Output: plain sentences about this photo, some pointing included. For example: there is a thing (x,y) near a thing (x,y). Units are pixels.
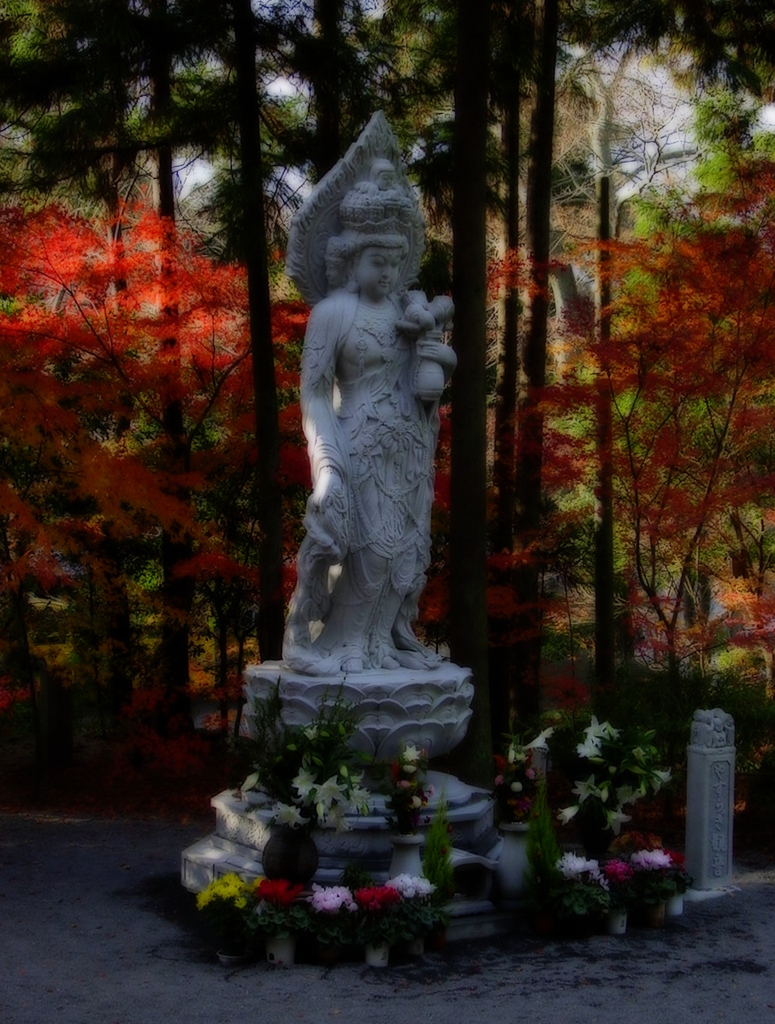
In this image we can see a sculpture (394,528), at the back (616,361) there are the trees (623,139), here are the flower pots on the ground (445,988).
